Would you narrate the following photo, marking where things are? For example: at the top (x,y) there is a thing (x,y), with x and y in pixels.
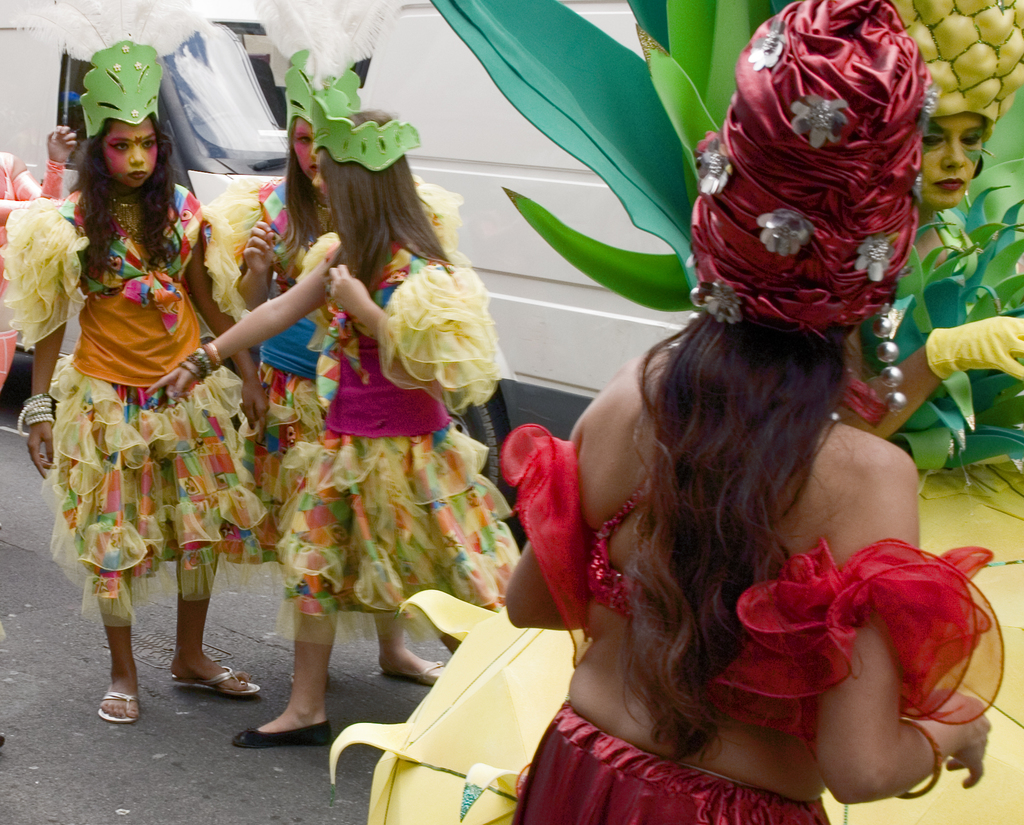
In this image, I can see five people (671,529) standing on the road (117,732) with the fancy dresses (400,367). In the background (495,247), I can see a vehicle (441,102). On the left corner of the image (28,205), there is another person (2,288).
